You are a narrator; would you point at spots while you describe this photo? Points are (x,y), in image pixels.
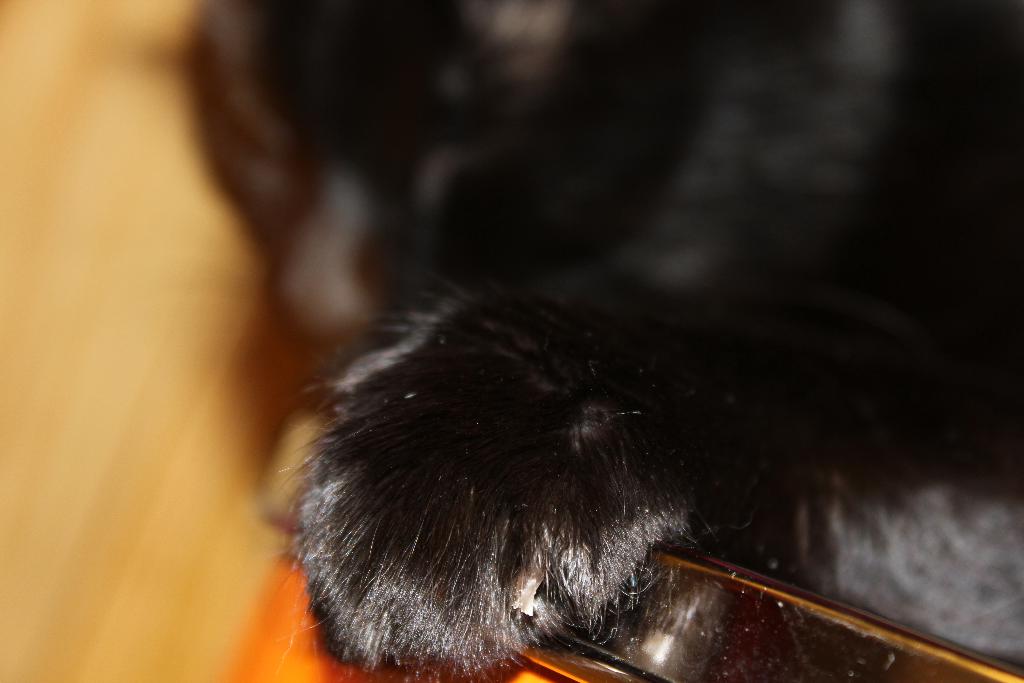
In this picture it looks like a animal (367,416) and a chair (653,669) on the side.
